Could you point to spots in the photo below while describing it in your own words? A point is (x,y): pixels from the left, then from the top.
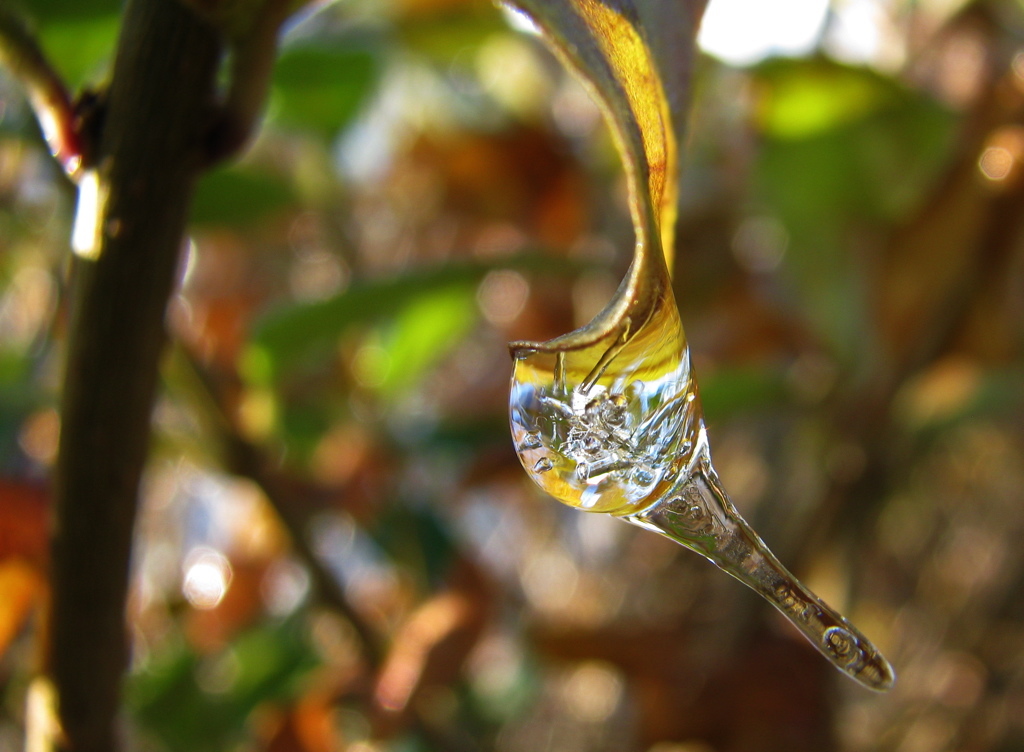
In this image we can see a water drop (629,416) on the leaf (631,126). The background of the image (600,166) is blur.
